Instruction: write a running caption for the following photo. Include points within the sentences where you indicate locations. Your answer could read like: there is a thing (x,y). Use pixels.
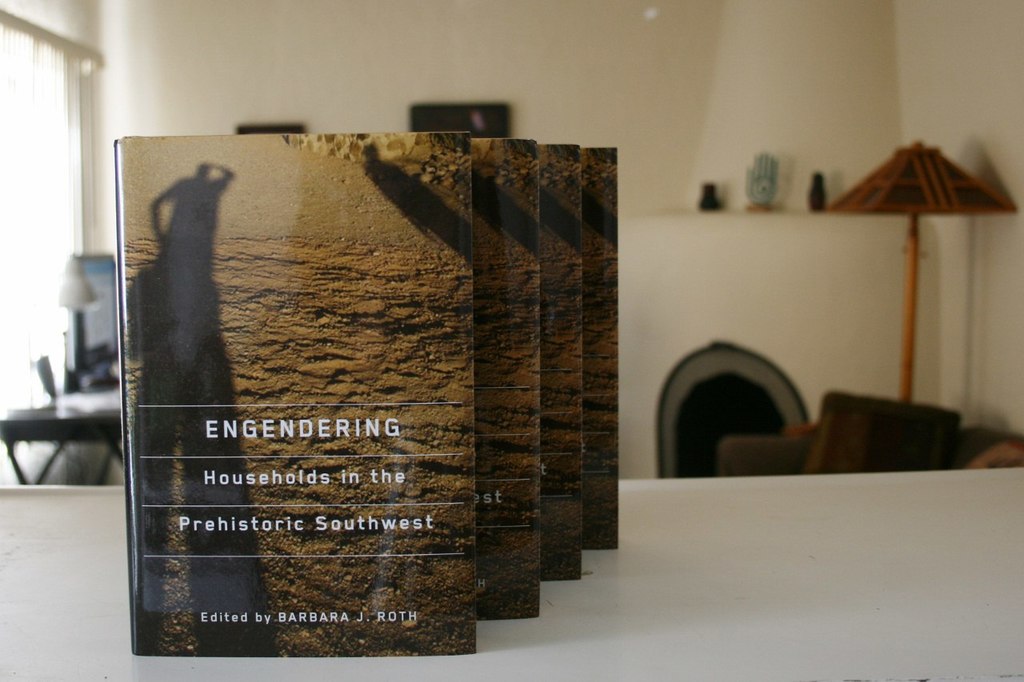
We can see books (370,555) on the table (590,633). In the background (790,262) we can see monitor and objects (51,383) on the table (87,403), wall (655,369) and there are few things (757,453).
